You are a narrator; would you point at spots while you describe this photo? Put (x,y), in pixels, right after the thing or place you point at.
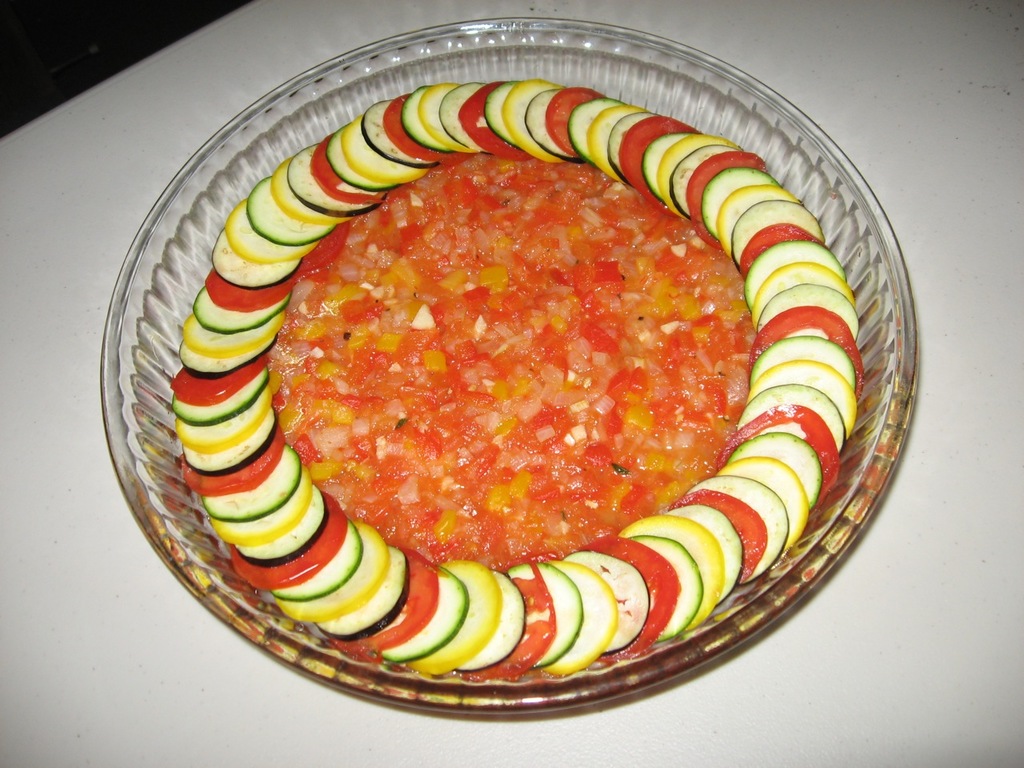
In this image I can see a glass bowl (146,375) and in it I can see different types of food (555,263).
